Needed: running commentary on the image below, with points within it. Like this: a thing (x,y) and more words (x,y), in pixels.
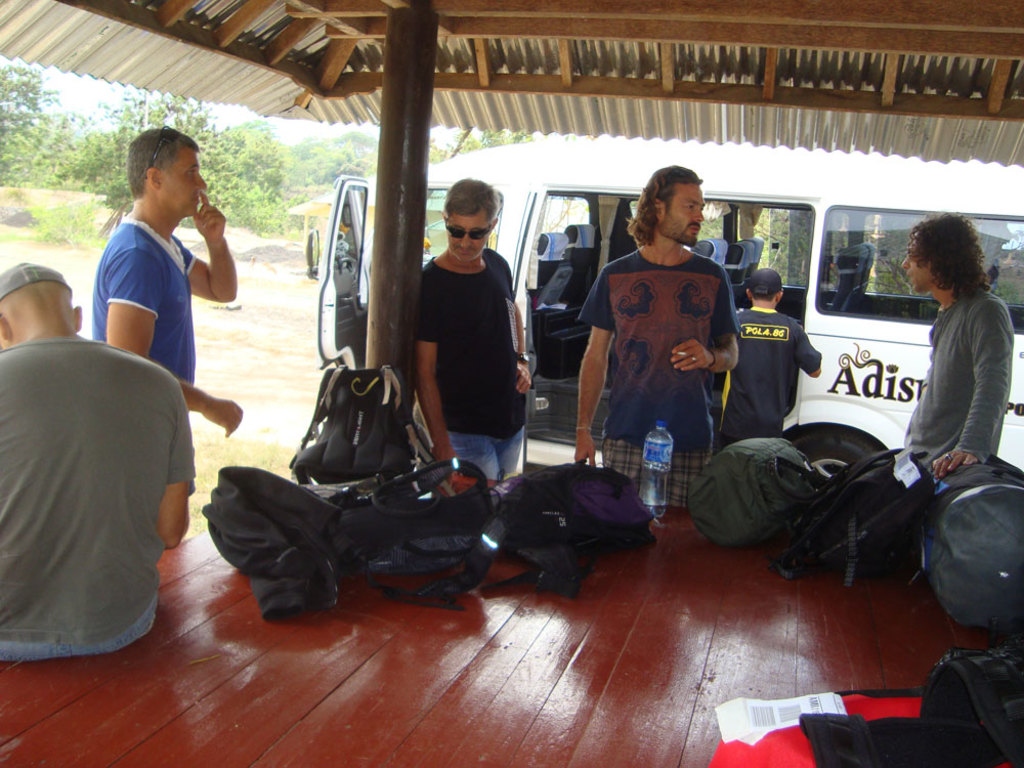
There is a group of persons (505,393) standing in the middle of this image (626,369). There are some bags (624,488) and a bottle (665,489) kept on a wooden surface (469,668) at the bottom of this image (531,590). There is a white color vehicle (543,248) on the right side of this image (786,280) and there are some trees (235,194) on the left side of this image (235,209).
